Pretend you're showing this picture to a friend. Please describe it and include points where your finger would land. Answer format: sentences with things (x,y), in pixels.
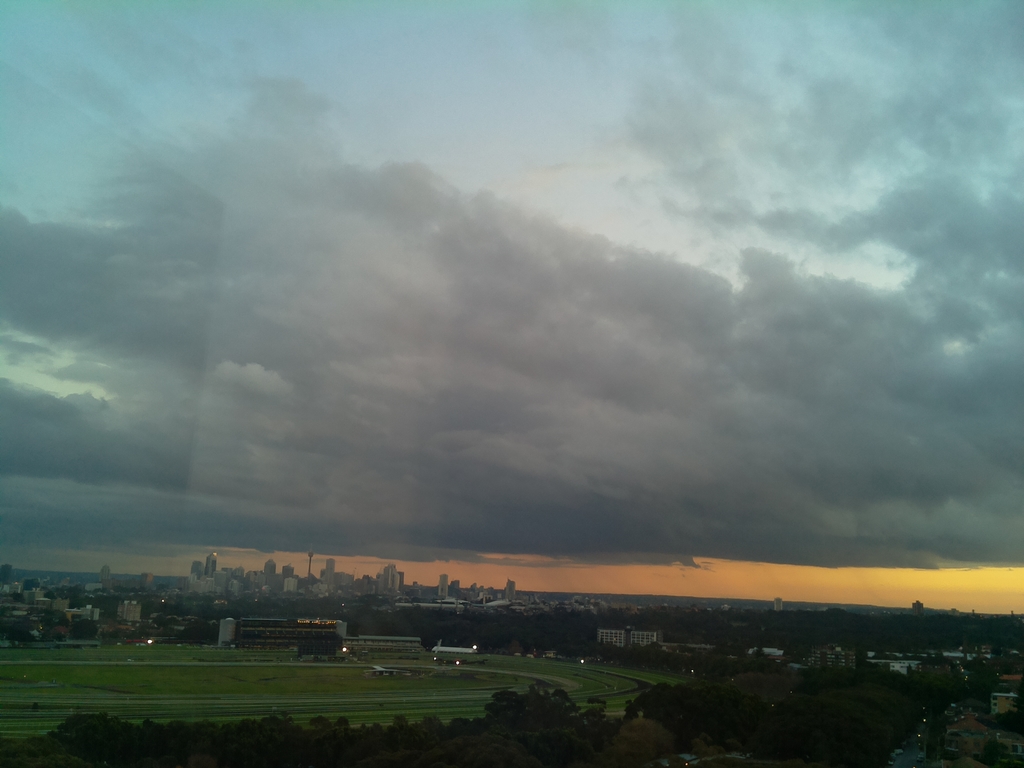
As we can see in the image there are buildings (301,644), grass (354,674), trees (566,707), sky (983,56) and clouds (464,396). The image is little dark.
